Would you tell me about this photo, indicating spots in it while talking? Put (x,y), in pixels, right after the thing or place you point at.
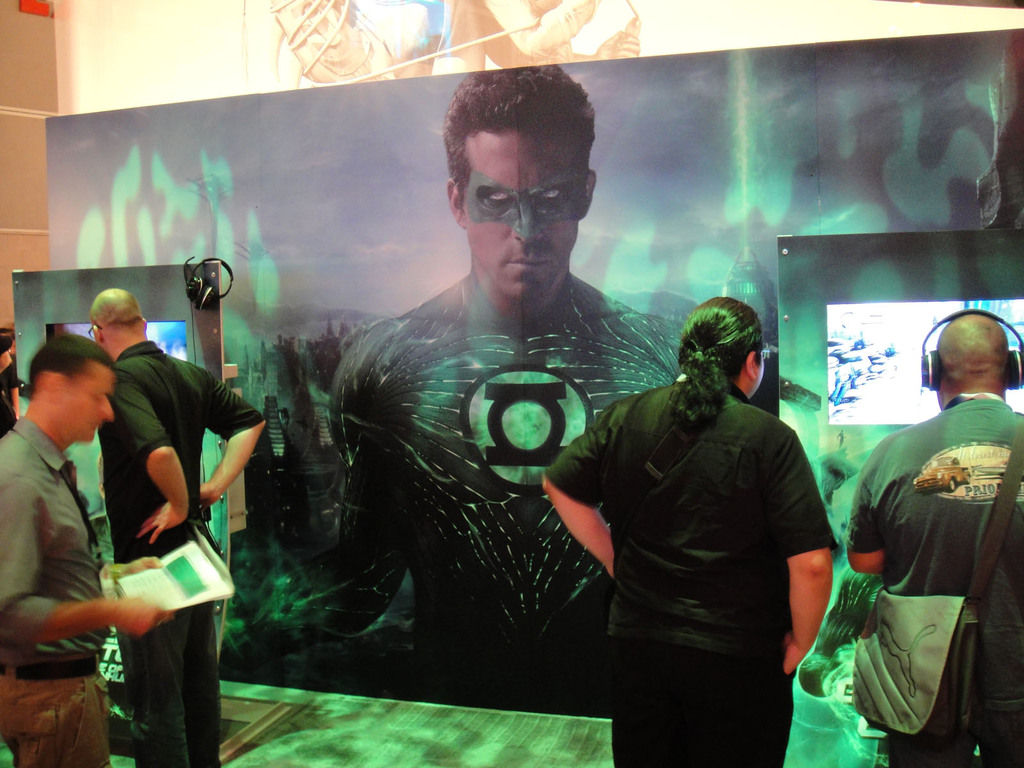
In front of the image there are people (980,339) standing on the floor (399,749). In the background of the image (344,673) there are banners (489,297) and screens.
